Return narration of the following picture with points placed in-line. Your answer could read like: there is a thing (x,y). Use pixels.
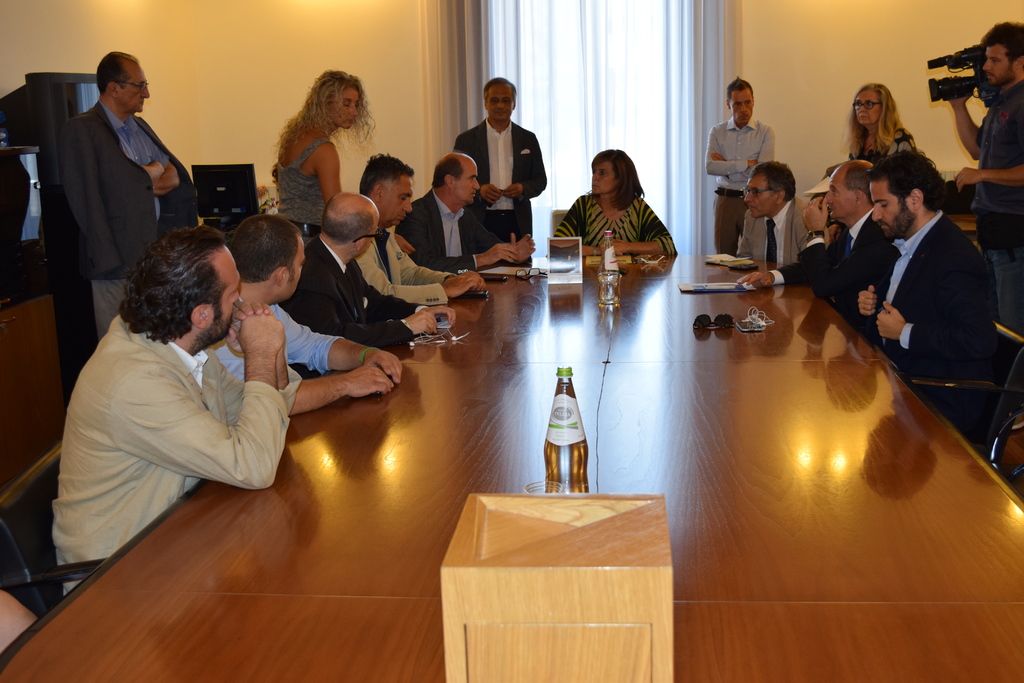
On the left (117,54) there is a man (78,179) standing. On the right (999,98) there is man (1016,154) holding a camera (946,75) in his hand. In the middle (423,250) there are people (560,226) sitting around the table (455,494). There are phones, bottles (586,470), earphones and glasses (719,321) placed on the table (761,491). In the background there is a window (521,92).
